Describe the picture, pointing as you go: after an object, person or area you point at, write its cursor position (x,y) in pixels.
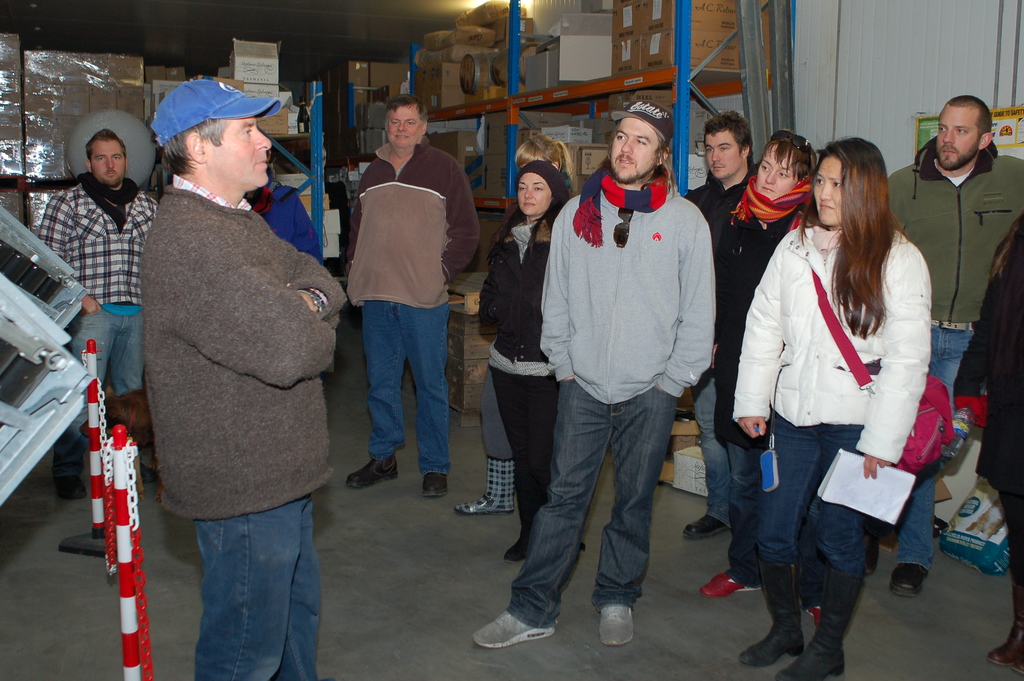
In this picture we can see a group of people (1023,332) standing on the floor (362,623), caps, bag (944,418), book (838,484), poles (98,440), chains (110,451), boxes (156,94) in racks (683,80), posters (1003,116) on the wall (905,126) and some objects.
